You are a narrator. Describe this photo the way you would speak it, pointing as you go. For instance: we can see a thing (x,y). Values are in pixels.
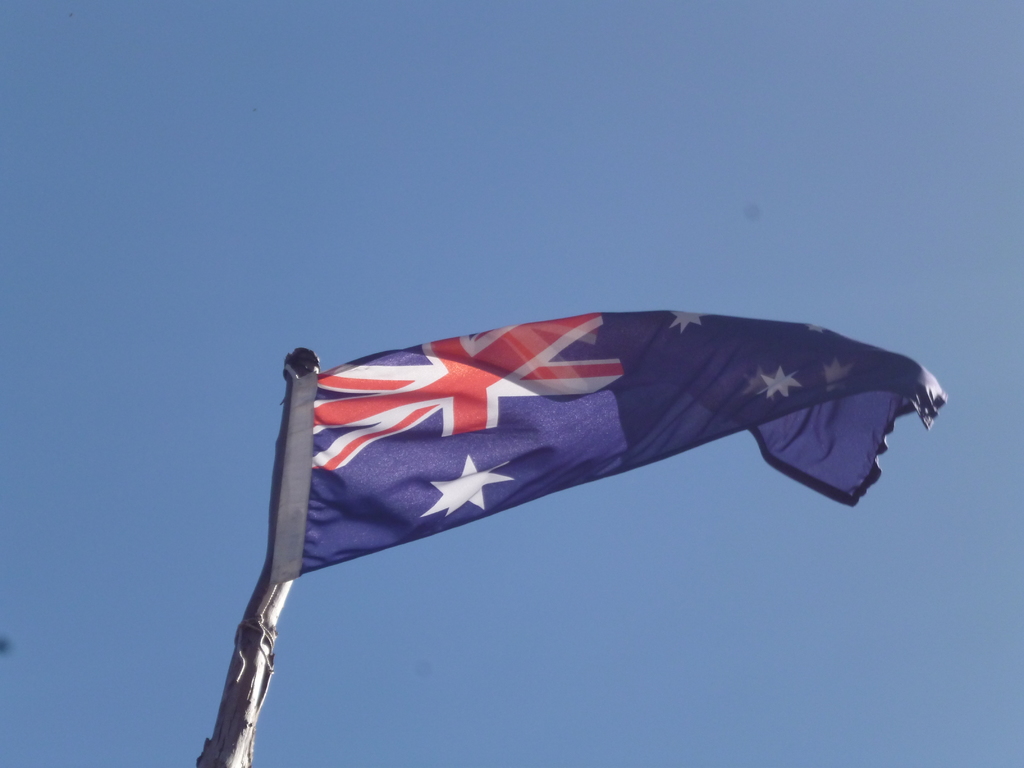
In this image we can see a flag (406,408). In the background of the image (675,525) there is sky (279,155).
